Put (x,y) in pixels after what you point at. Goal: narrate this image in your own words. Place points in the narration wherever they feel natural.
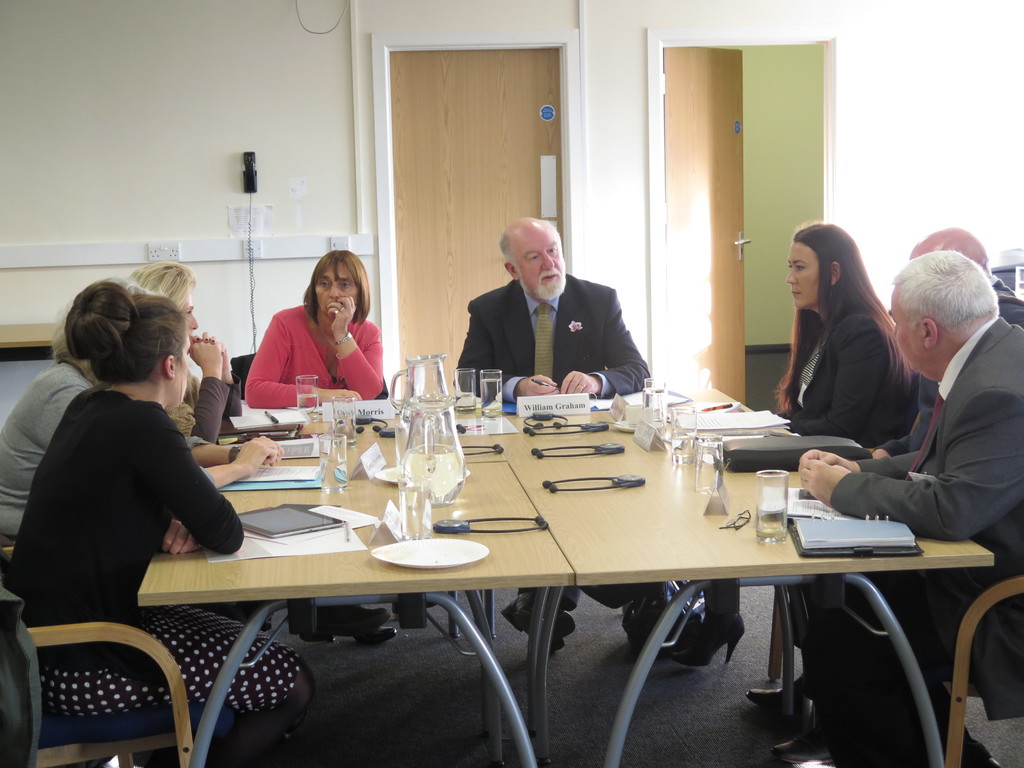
There are few people (288,331) sitting on the chair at the table (386,570). On the table (474,566) we can see books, plates (442,561), glass (339,401) and jugs (432,404). On the wall (241,179) we can see a phone (252,170).
